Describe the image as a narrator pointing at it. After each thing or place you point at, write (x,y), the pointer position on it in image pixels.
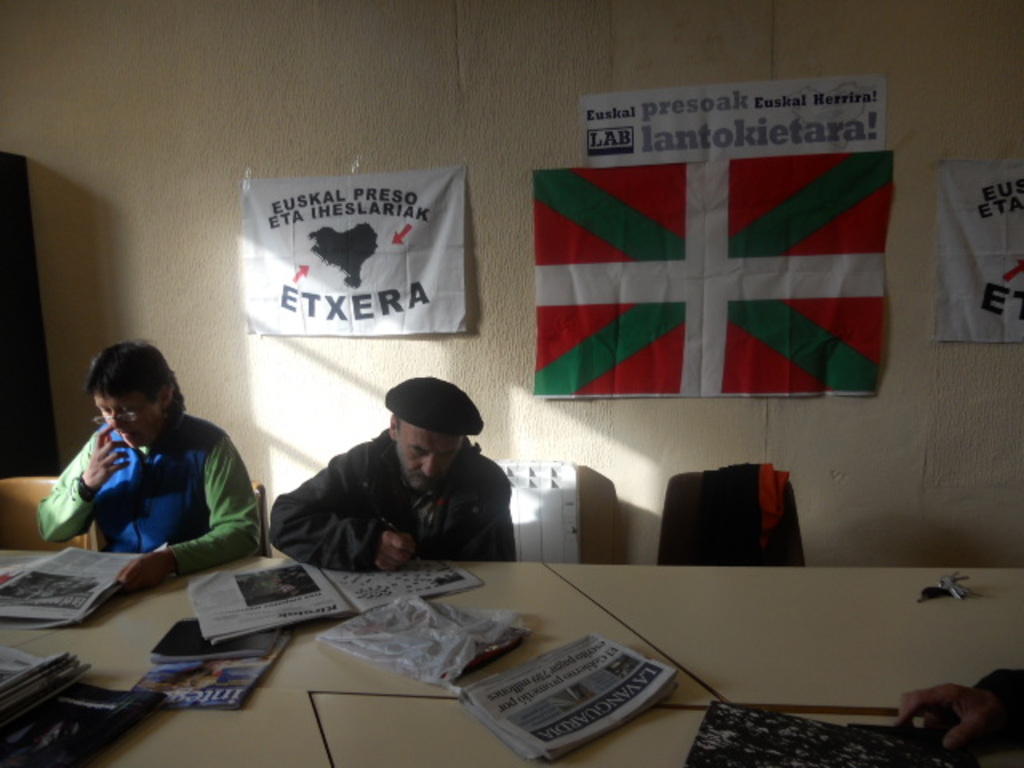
In this picture we can see two persons (485,509) are sitting on the chairs (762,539). This is table (776,610). On the table (394,730) there are papers (74,714). On the background (473,169) there is a wall (316,116) and these are the posters (654,305).
